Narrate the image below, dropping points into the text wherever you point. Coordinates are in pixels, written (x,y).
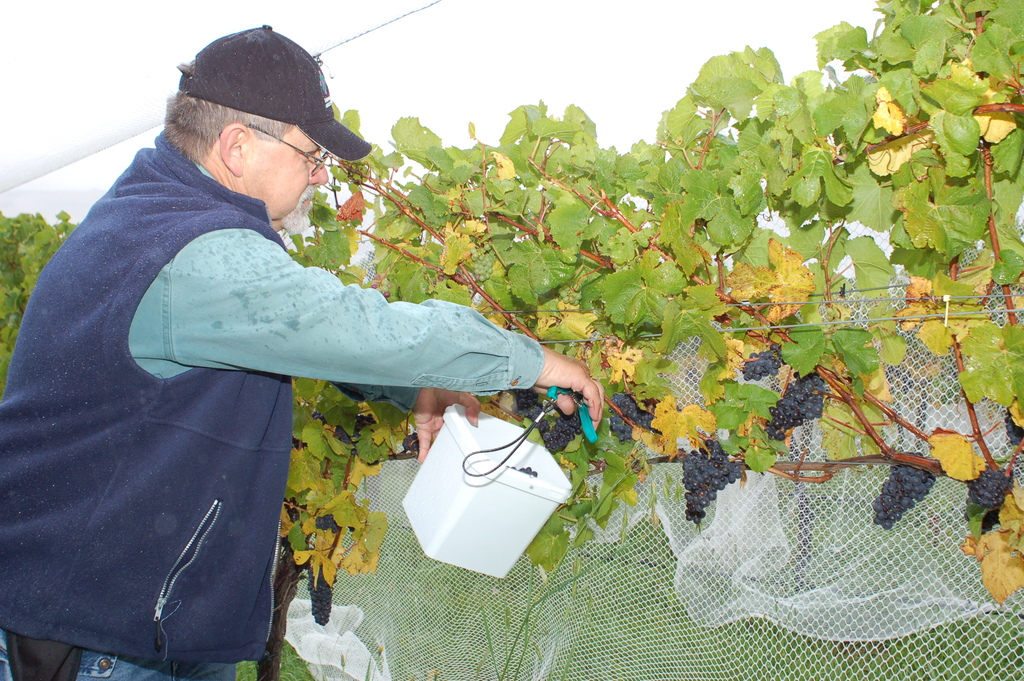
In this picture, we see the man (151,455) in the blue jacket (159,445) is holding the cutter (569,409) and he is cutting the grapes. In front of him, we see the fence (606,631) and the grape field (633,281). At the top (500,51), we see the sky (415,90).
